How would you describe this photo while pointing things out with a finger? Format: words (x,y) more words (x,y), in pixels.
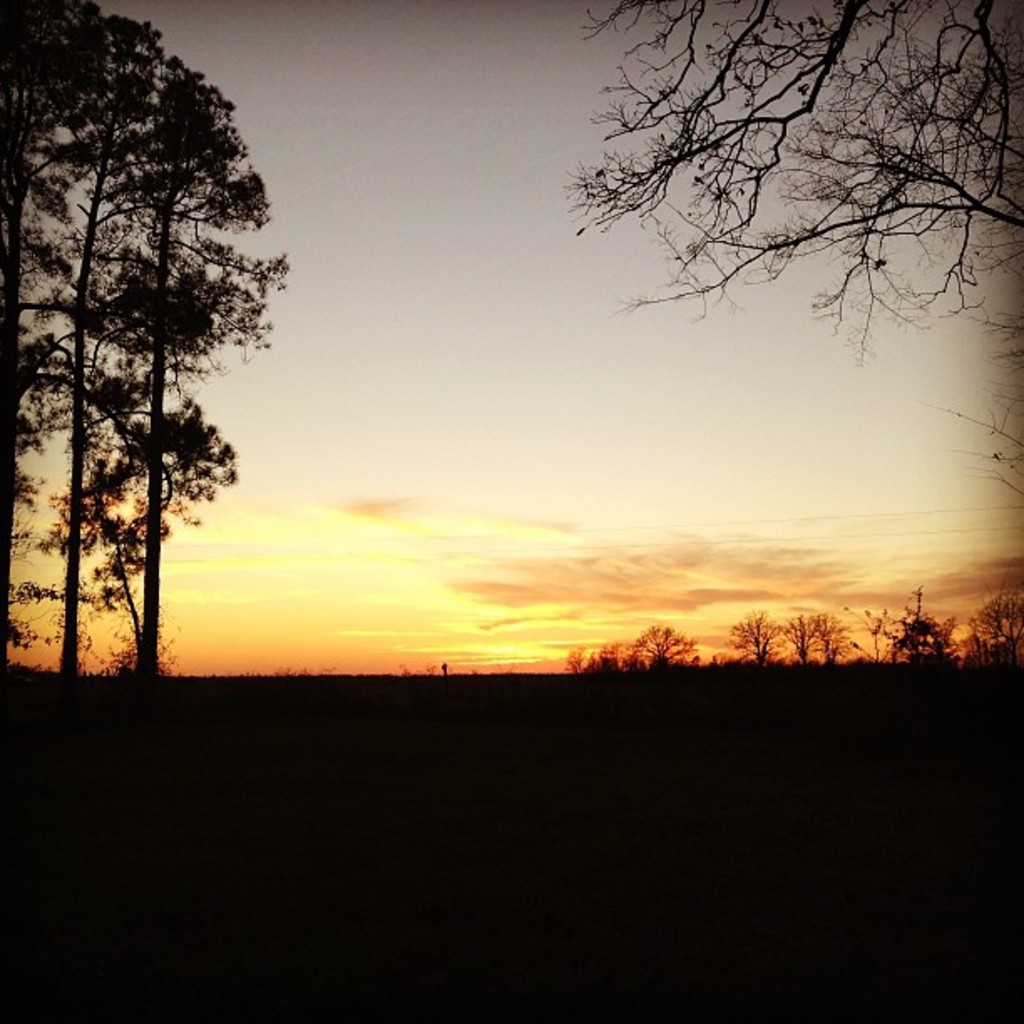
In this image, I can see grass (621,775), trees (586,662) and the sky (586,542). This image taken, maybe on the ground (716,670).
